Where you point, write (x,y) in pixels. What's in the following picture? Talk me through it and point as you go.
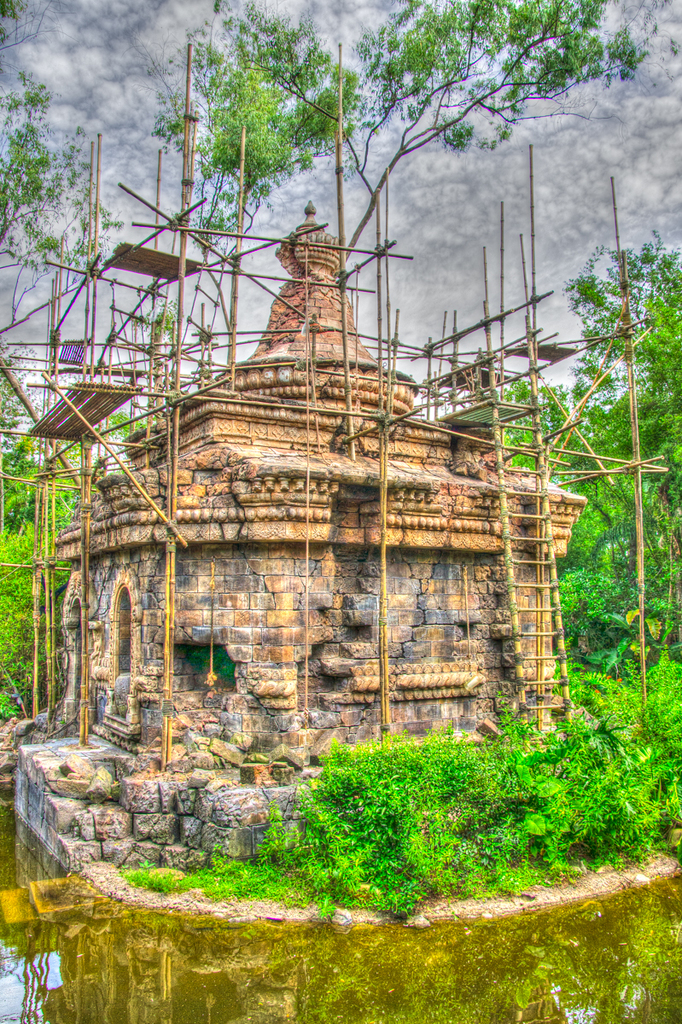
In the foreground of the picture (289,789) there are plants (215,863), stones (168,810) and water (362,976). In the center of the picture (381,362) we can see a temple (243,386) and wooden poles (157,511). In the background (394,274) there are trees (293,48) and sky (59,69). The image is an edited image.
